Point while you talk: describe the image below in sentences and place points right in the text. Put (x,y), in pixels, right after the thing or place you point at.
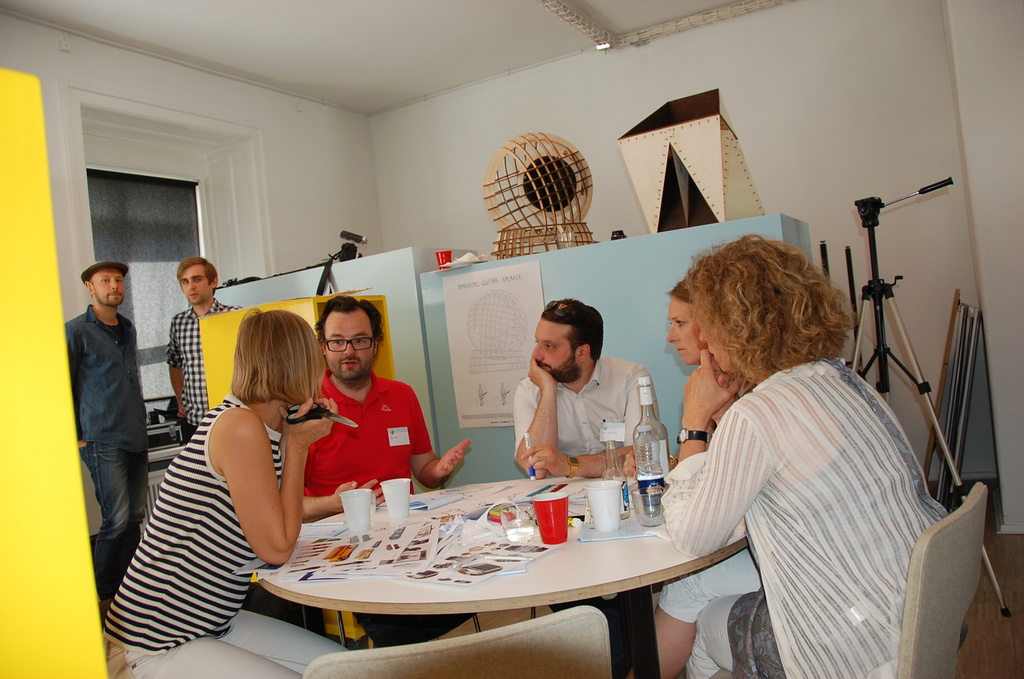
In this picture we can see a group of people (562,448) sitting on chairs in front of a table (447,508), in the background (178,411) we can see two men (94,354) standing, we can also see some crafts (553,191) which are made of wood (671,193), on right side of image (872,294) we can see a tripod (875,299), on the left side of Image (143,332) we can see a glass (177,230).
